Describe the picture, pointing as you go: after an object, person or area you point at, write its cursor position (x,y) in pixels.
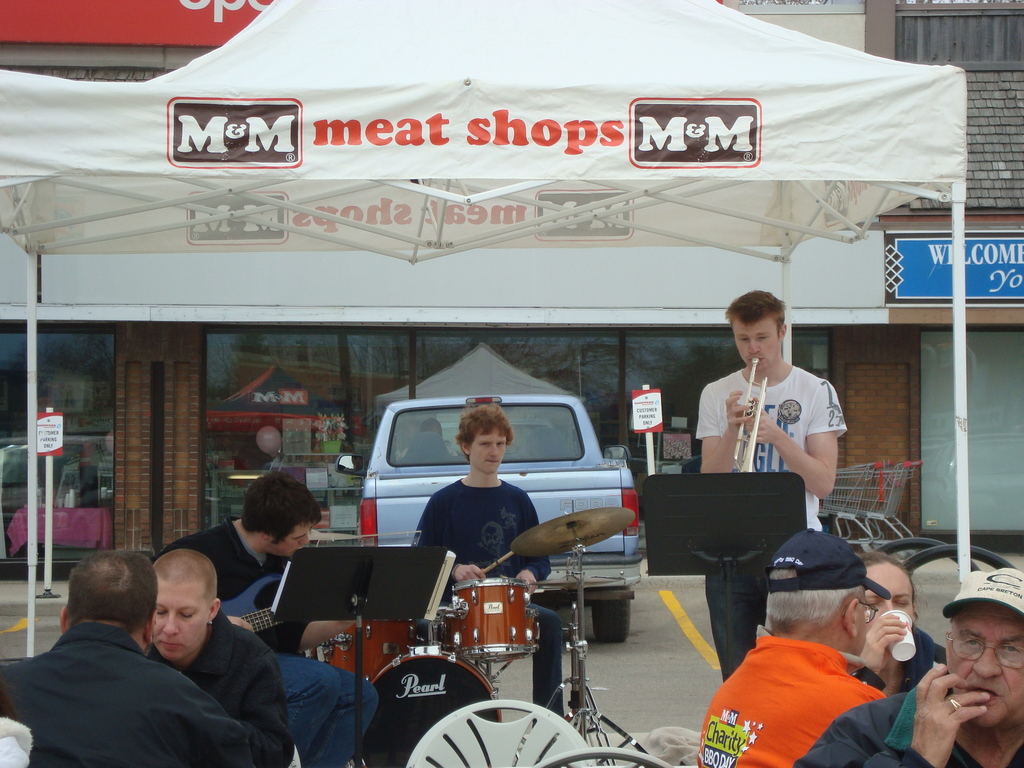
In this image there are group of persons (495,440) who are playing musical instruments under the tent (418,227) and at the foreground of the image (874,710) there are group of persons (859,723) sitting on the chairs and at the background of the image (529,357) there is a building (235,435) and car (531,434).
